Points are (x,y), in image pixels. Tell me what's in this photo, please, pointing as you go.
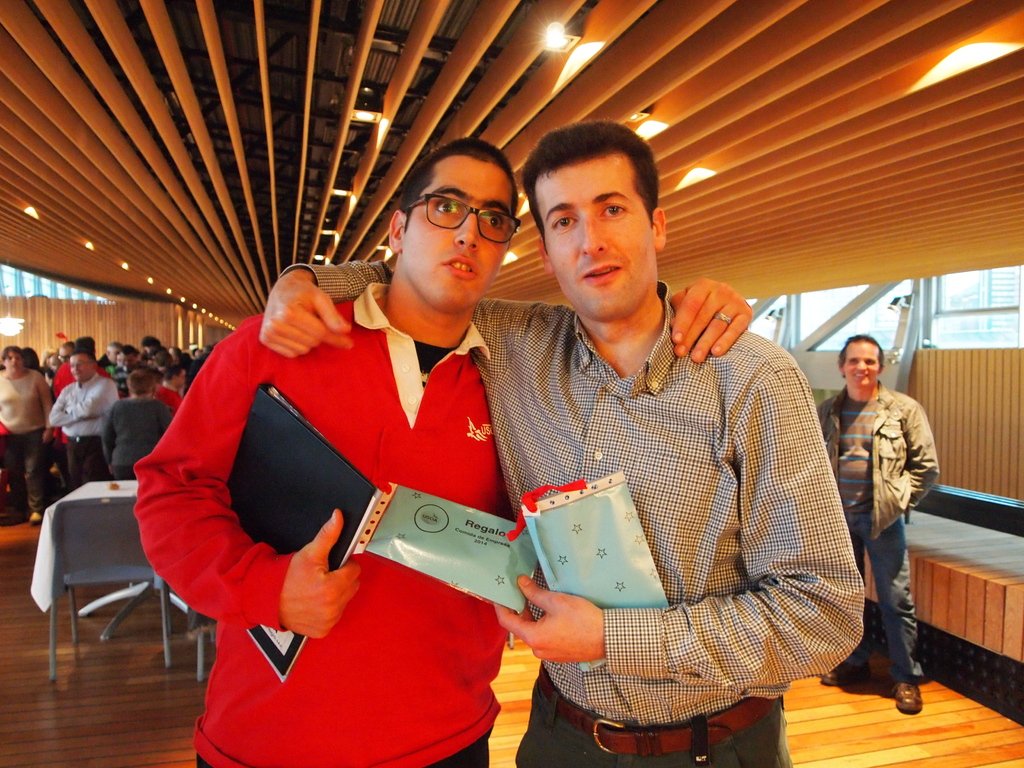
There are two men (453,345) standing and holding something in the hands (330,518). One person (398,287) is wearing specs (434,212). In the back (164,385) there are many people (873,452). Also there is a table (81,492) and chair (128,506). On the ceiling (163,232) there are lights (12,332). On the sides there are walls (943,371).
